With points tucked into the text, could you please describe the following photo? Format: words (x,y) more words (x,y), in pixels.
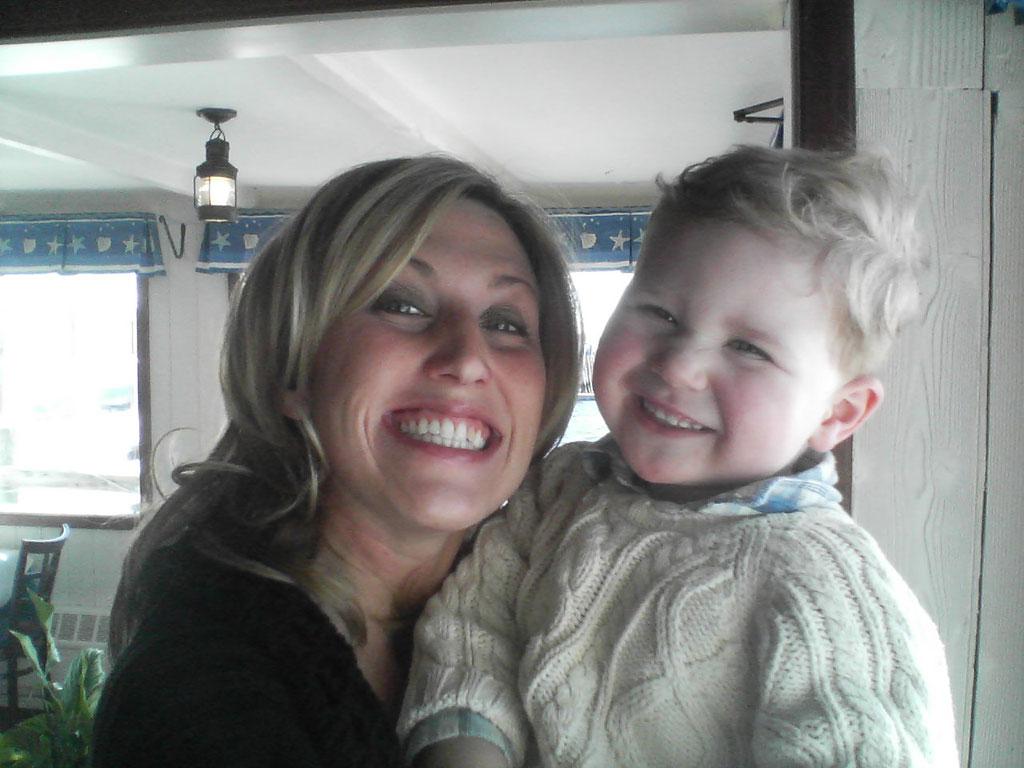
There is a woman (524,460) and boy (555,637) smiling. In the background (184,402) we can see wall (3,532), windows (16,347), plants (40,617) and chair (30,587). At the top (208,195) we can see light (208,214).
